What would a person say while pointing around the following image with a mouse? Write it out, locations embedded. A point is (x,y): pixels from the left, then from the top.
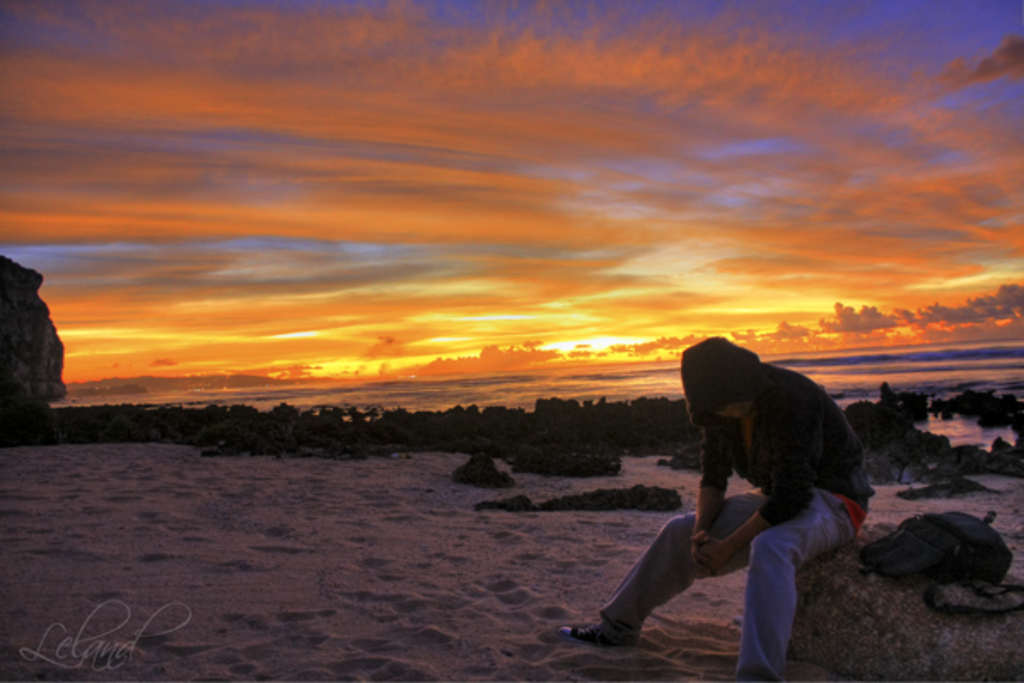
At the bottom of the image (64,506) there is sand (27,600) and there are some stones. In the bottom right corner of the image (826,532) a person (826,439) is sitting on a stone (801,637) and there is a bag (889,540). Behind him there is water (855,374). At the top of the image (413,48) there are some clouds (584,48) in the sky (90,71). On the left side of the image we can see a hill (64,365).
